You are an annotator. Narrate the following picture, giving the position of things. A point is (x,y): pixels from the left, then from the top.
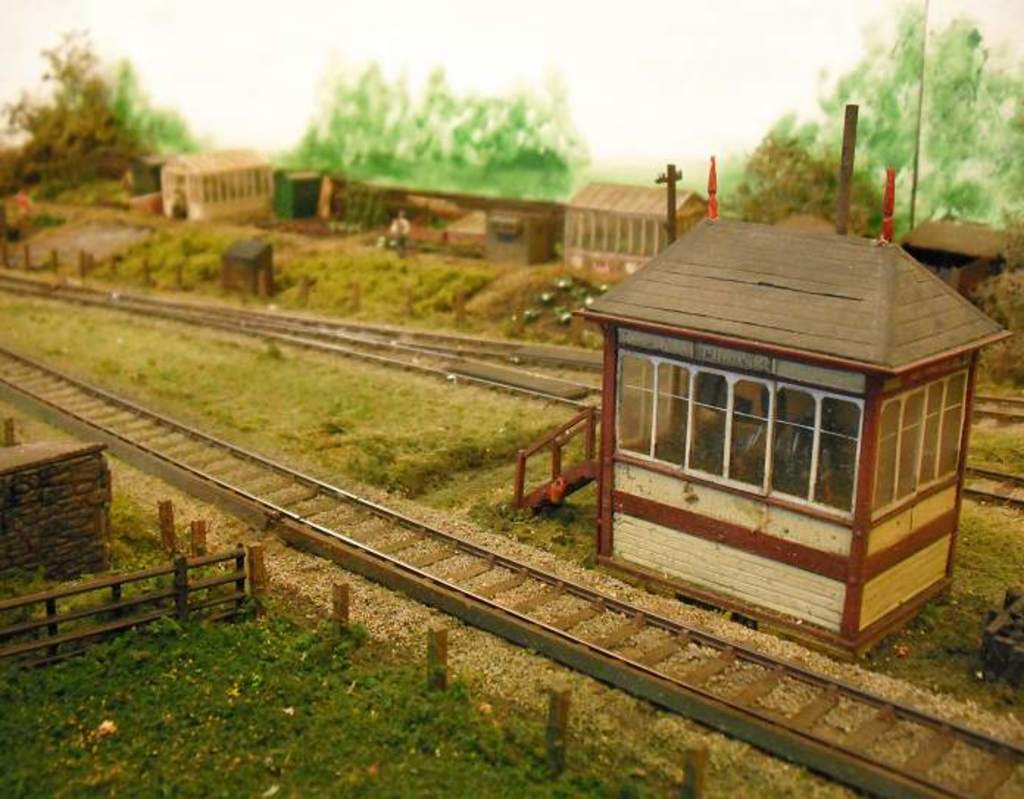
In this image there are shelters (598,216), poles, trees (937,174), grass (204,342), railing (200,583), tracks (325,516) and objects (1002,640).
